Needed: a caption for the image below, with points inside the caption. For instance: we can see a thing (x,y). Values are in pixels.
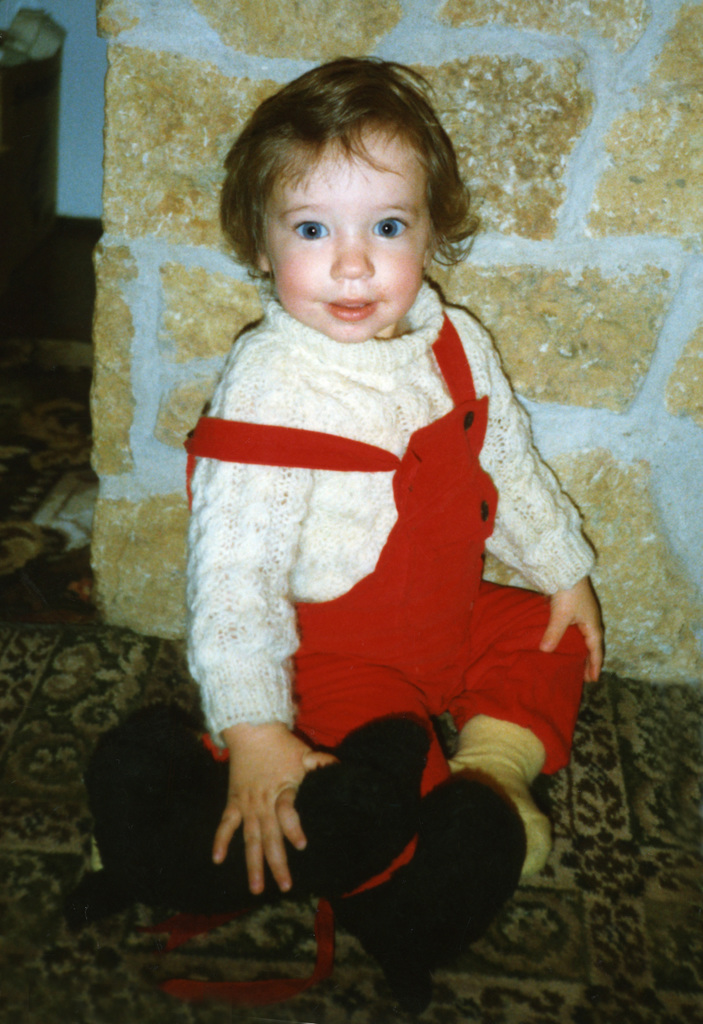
In this image we can see a kid (413,553) sitting on the floor (75,743) and holding a toy (370,857) and in the background (531,157) there is a wall (189,178).
